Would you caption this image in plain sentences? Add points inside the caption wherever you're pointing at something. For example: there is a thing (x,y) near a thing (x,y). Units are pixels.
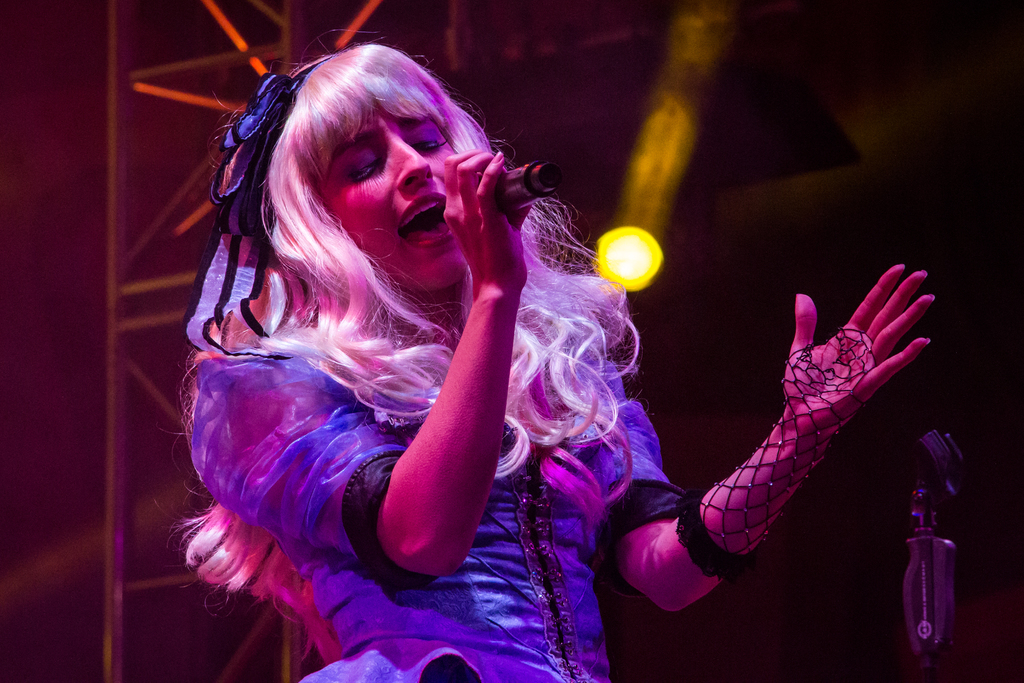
In this image there is a woman (388,517) standing. She is singing. She is holding a microphone (503,206) in her hand (489,206). Behind her there is a light (642,254). To the right (924,592) there is a microphone stand (929,559). To the left (112,499) there is a metal pillar (114,452) behind her.
